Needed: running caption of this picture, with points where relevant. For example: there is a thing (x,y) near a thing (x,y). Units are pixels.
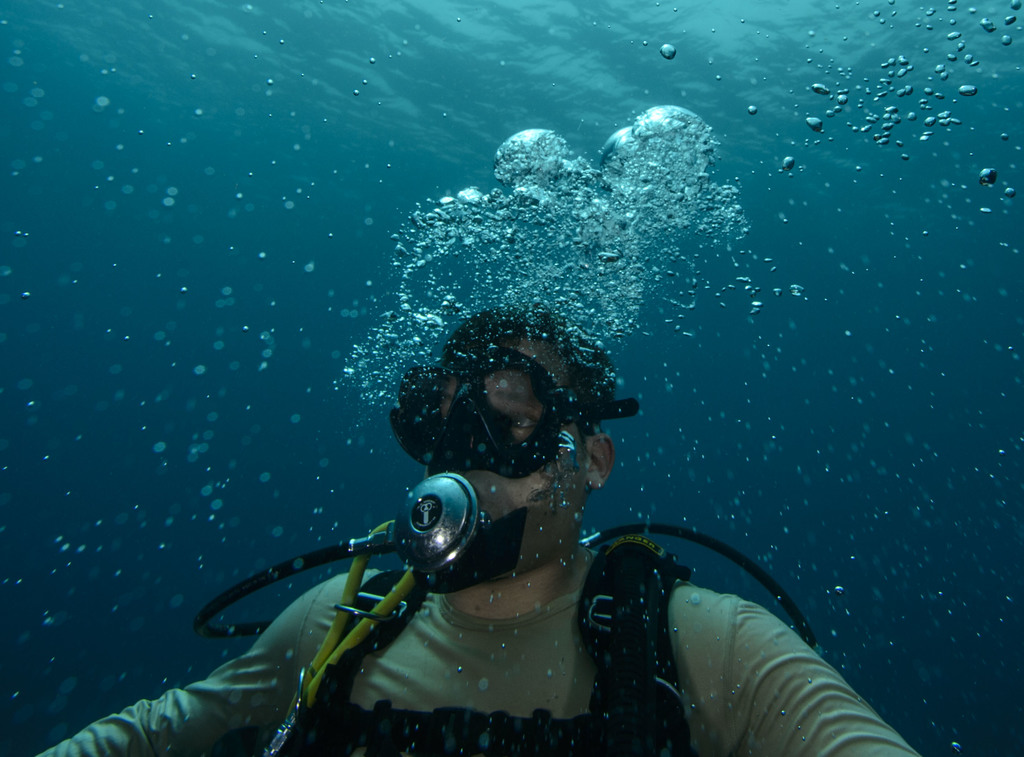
In this image there is an ocean (573,250), in that ocean (231,517) there is one person (500,620) who is swimming and he is wearing some costume (378,574).
